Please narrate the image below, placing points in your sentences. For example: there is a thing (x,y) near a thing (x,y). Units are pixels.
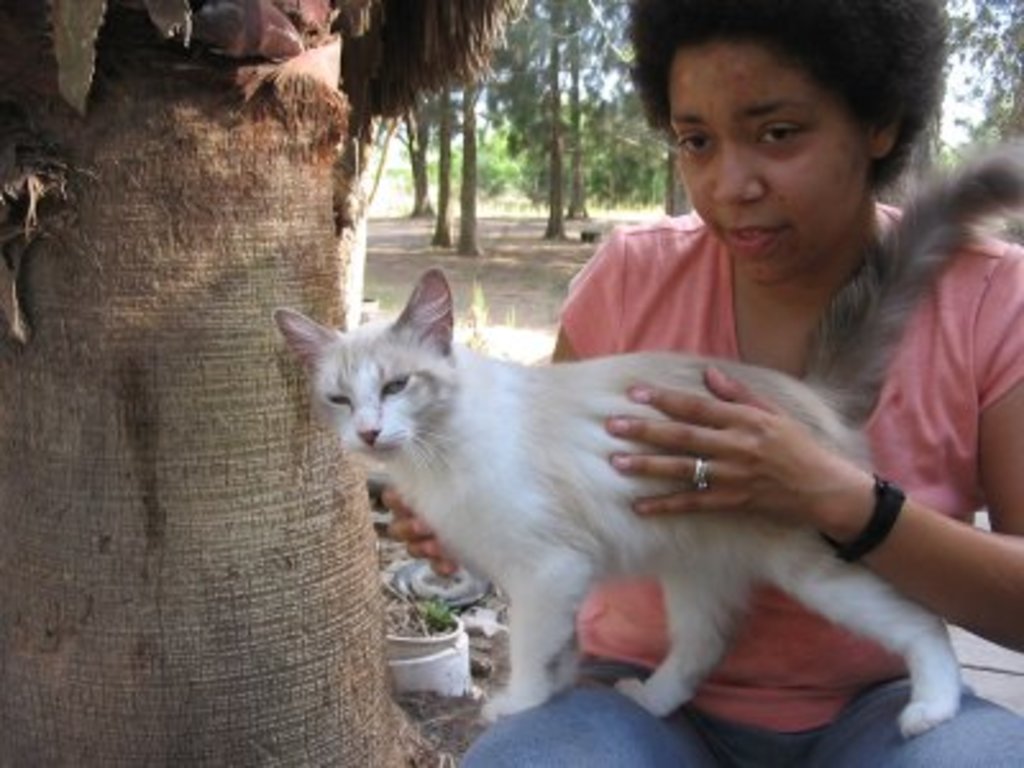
In this image I can see the person (614,297) holding the cat (468,514) which is in white color. The person (583,325) is wearing the orange and blue color dress (766,714). To the left (102,290) I can see the branch (98,437) of the tree (92,459). In the back (508,72) there are many trees (501,83) and the sky (608,85).
